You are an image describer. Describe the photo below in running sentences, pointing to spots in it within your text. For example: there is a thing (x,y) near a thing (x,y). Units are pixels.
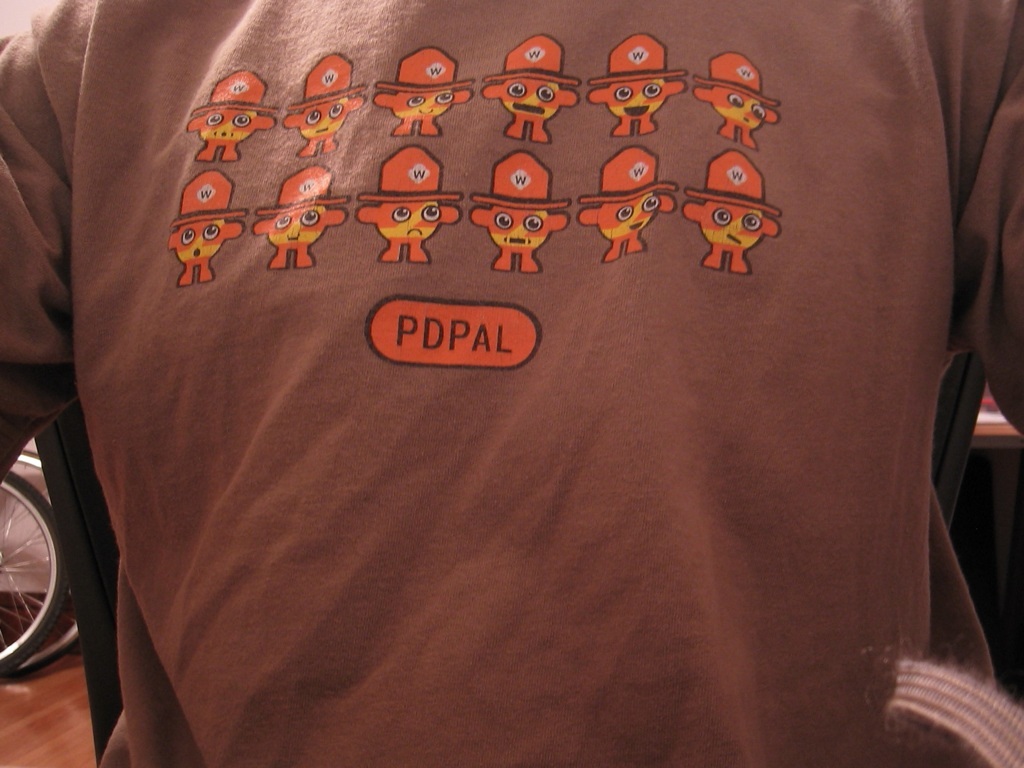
In the image we can see the cloth (536,501), brown in color. On the cloth (471,217) there is a design (538,138) and some text (441,336).
